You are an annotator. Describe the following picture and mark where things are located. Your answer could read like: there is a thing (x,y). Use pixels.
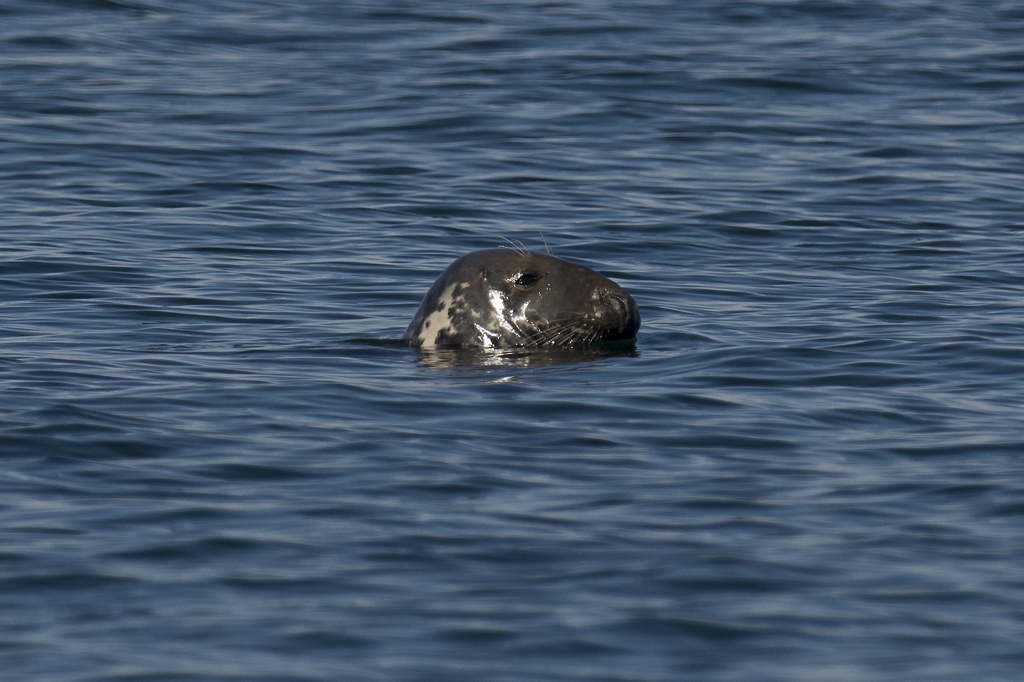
In this Image I can see an animal (461,274) which is in grey and cream color. It is in the blue color water (489,460).
